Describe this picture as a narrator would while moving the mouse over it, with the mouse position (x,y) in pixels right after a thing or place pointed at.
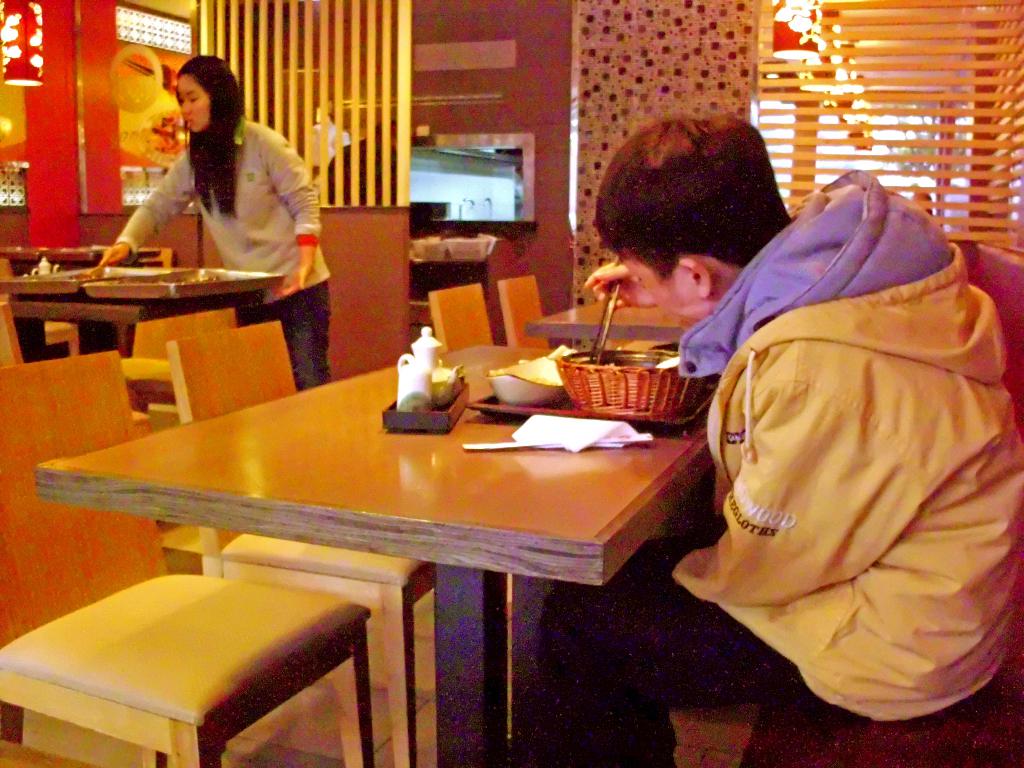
On the right hand side (821,306), a boy (809,287) sitting and eating which is on the table (470,435). Beside the table (349,406), there are chairs (219,361) arranged. In the background (270,249), there is a woman (260,200) standing and working. There is a poster (127,99), lights (797,34), wall (647,83) and some other items (447,242).
